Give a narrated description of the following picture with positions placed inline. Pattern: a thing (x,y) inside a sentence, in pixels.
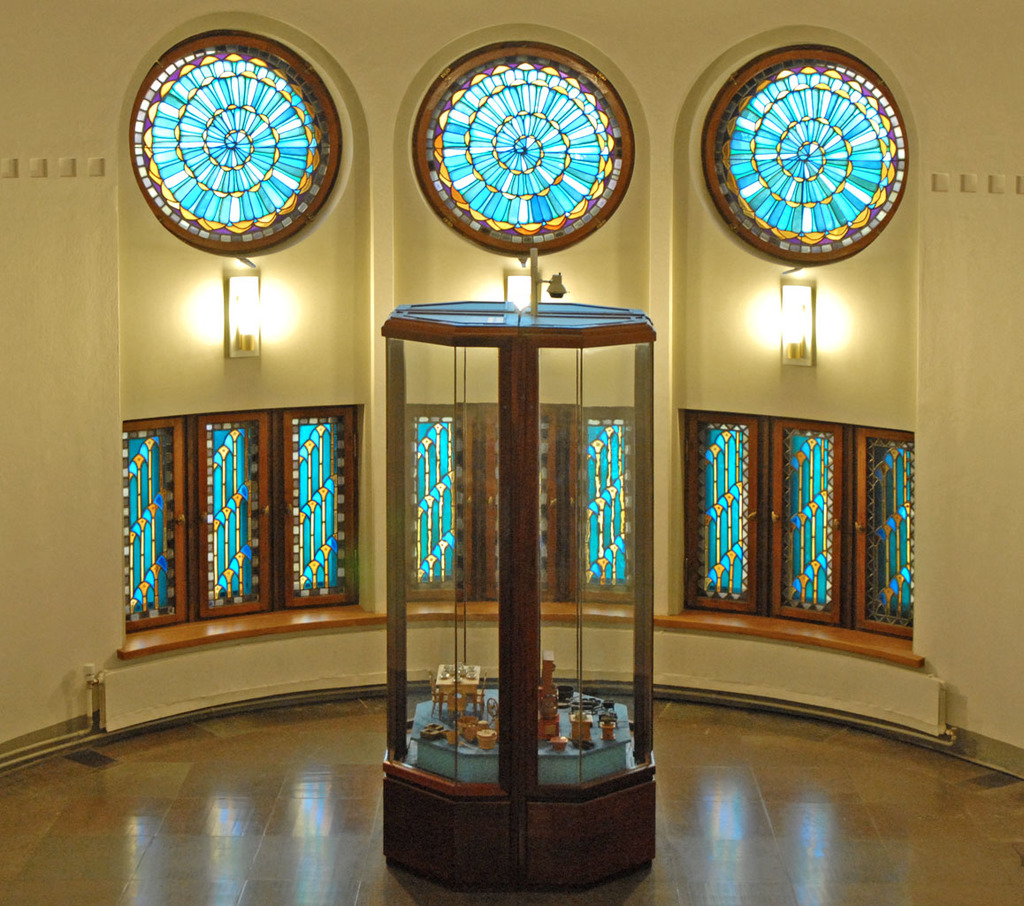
In this picture I can see inner view of a building (397,239) and I can see few designer glasses (151,588) to the windows (438,201) and few lights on the wall (741,342) and I can see few items (470,683) in the glass box (538,714).
